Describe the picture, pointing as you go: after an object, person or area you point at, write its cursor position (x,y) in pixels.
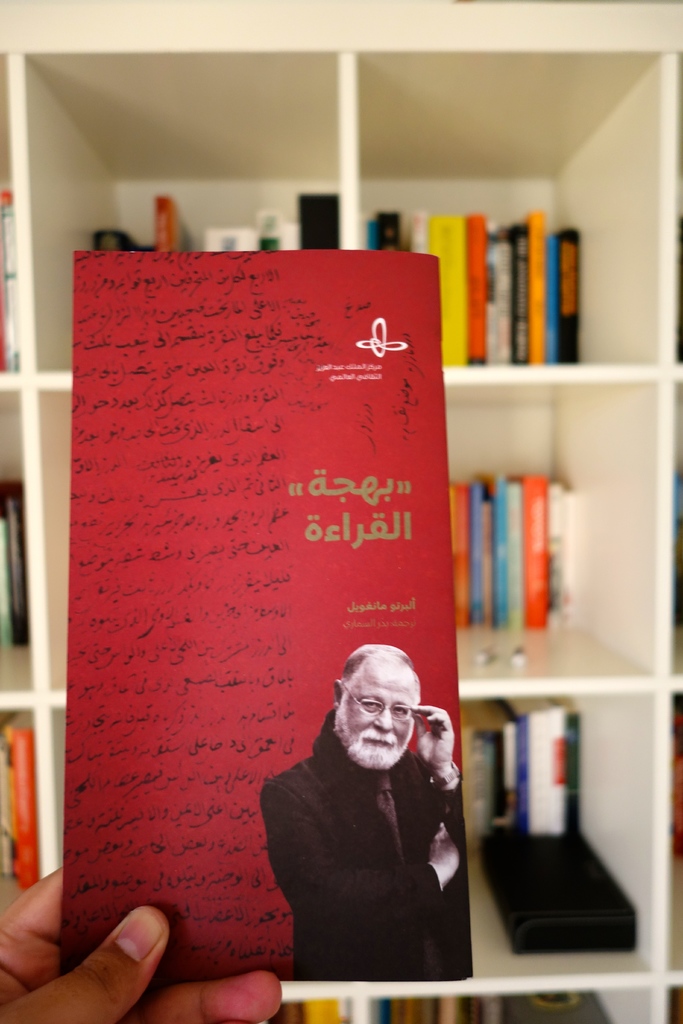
In this picture there is a card (164,875) hold with hand (190,995) of a person (193,985), on a card (125,251) we can see a person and text (208,684). In the background of the image (472,197) we can see books (544,752) in racks (585,625).
